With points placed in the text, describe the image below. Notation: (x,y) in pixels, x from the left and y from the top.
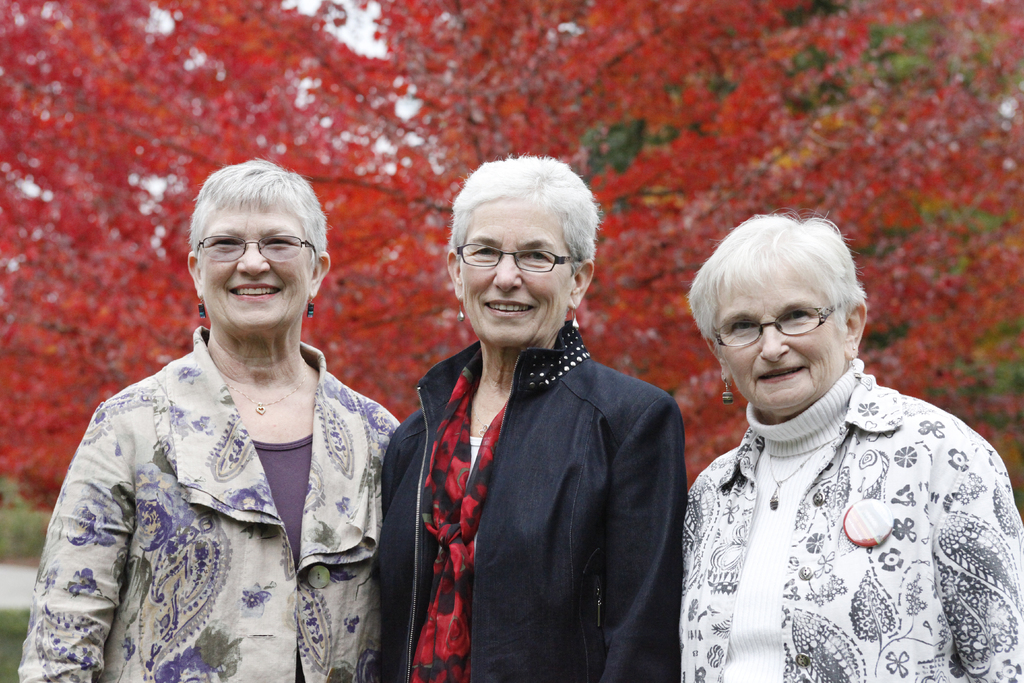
This picture is clicked outside. In the foreground (500,435) we can see the three persons (280,461) wearing jackets (556,504), spectacles (716,334), smiling and standing on the ground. In the background (332,298) we can see the trees (365,148) full of leaves (534,122).
